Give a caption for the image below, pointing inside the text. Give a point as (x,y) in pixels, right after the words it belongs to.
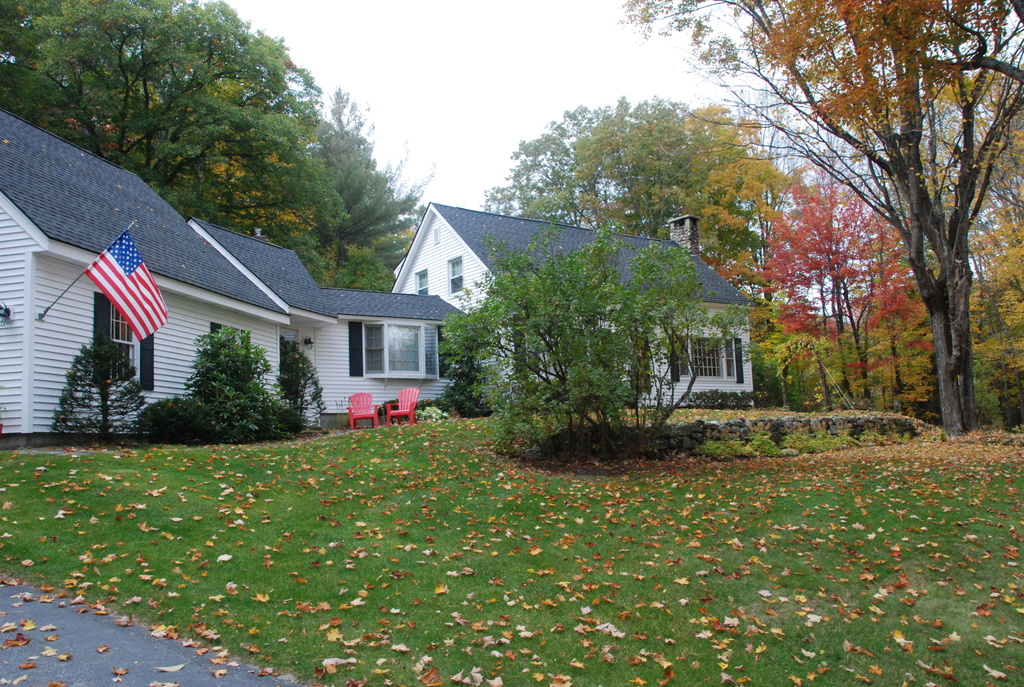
In this image we can see there are grasses (335,653) everywhere on the ground (713,478) and in the middle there are houses (698,391) and on the right side (961,428) there is a tree (968,400).
